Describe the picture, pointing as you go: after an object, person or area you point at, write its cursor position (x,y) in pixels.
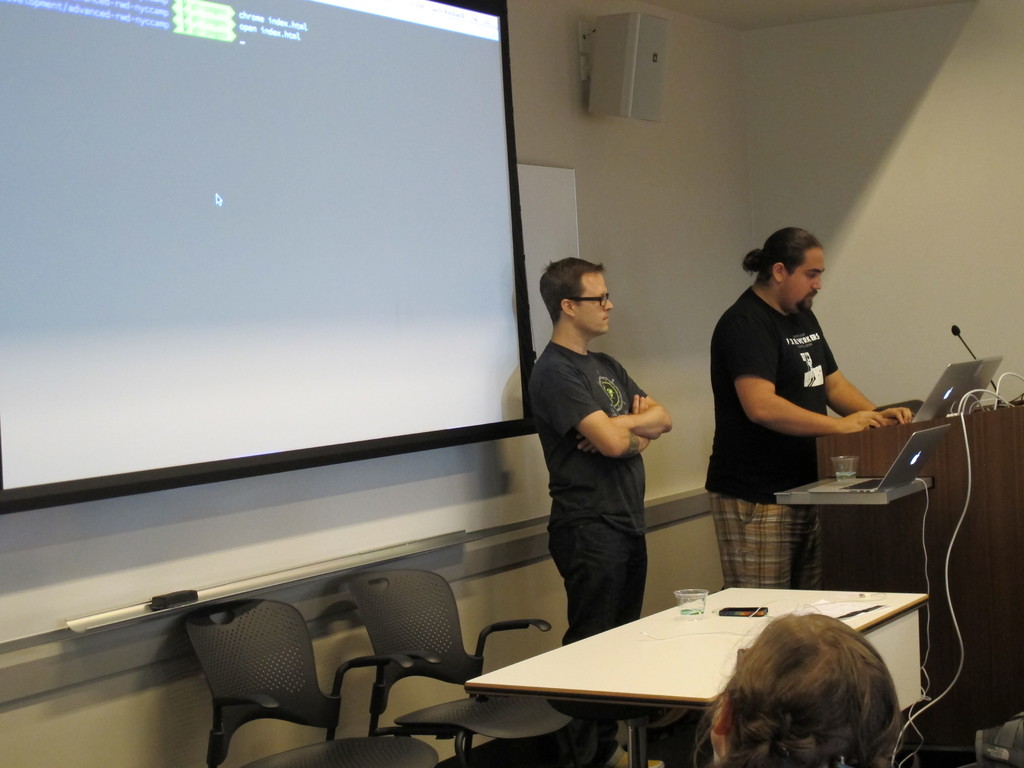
There are two men (739,425) standing. One of the guy (782,430) is standing in front of a podium (977,590). and working on a laptop (948,391). There is a table (667,641) and some chairs (388,672) in front of it. Here we can see a lcd projector display screen (220,271). In the background (628,187) there is a wall (839,36) and a speaker (628,60).
